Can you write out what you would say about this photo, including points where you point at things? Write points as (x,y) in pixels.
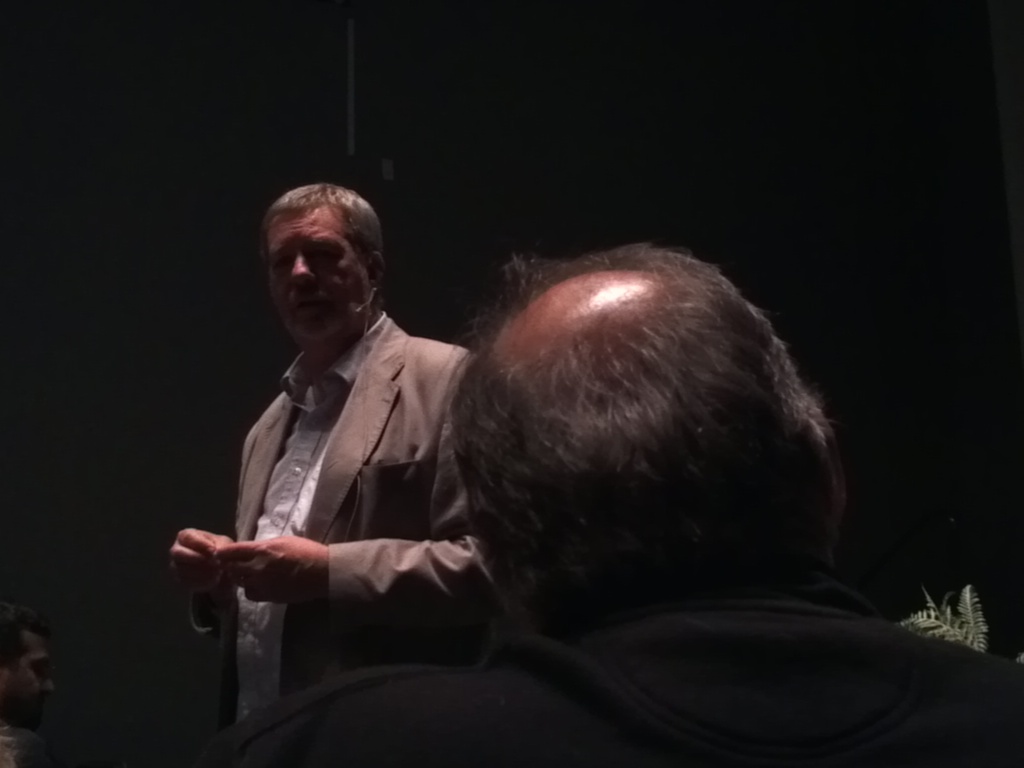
In the foreground of this picture (640,537), there is a man (680,562) in black colored coat (823,727) and in the background (447,539), there is another man (349,475) standing in cream coat (353,507) and we can also see a person's face (35,670) and a plant (961,626).
